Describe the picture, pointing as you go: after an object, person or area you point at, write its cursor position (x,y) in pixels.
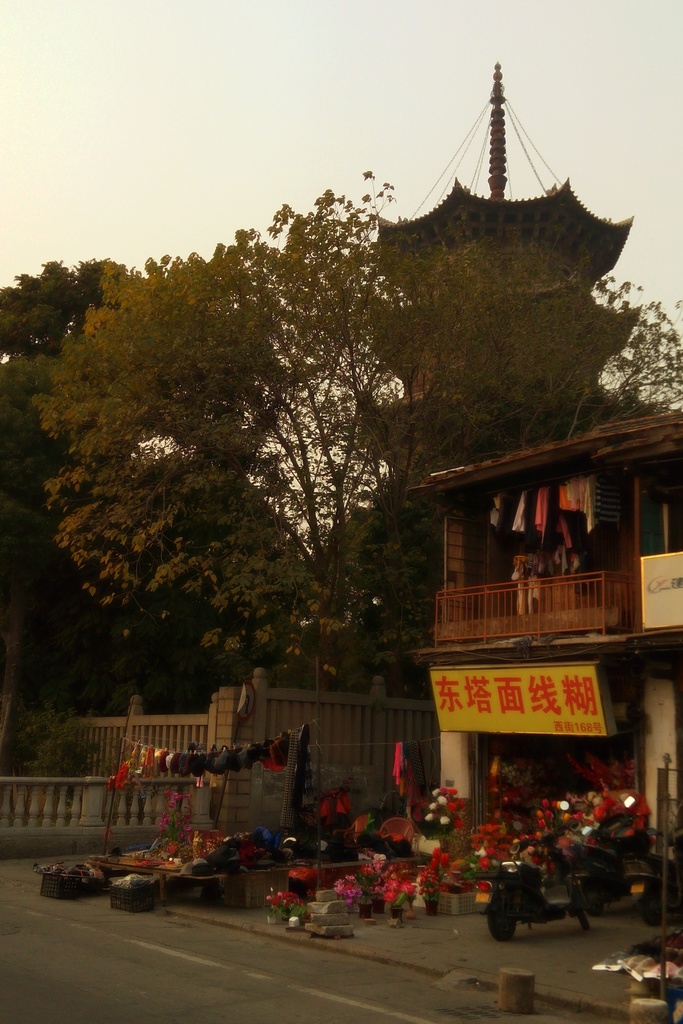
In this image we can see there is a stall (550,752) and building (471,739), in front of that, there are flower pots (472,854) and a few other objects (140,883) are placed. In the background (261,809) there is a wall (212,730), trees (247,582), building (488,222) and the sky (274,65).
